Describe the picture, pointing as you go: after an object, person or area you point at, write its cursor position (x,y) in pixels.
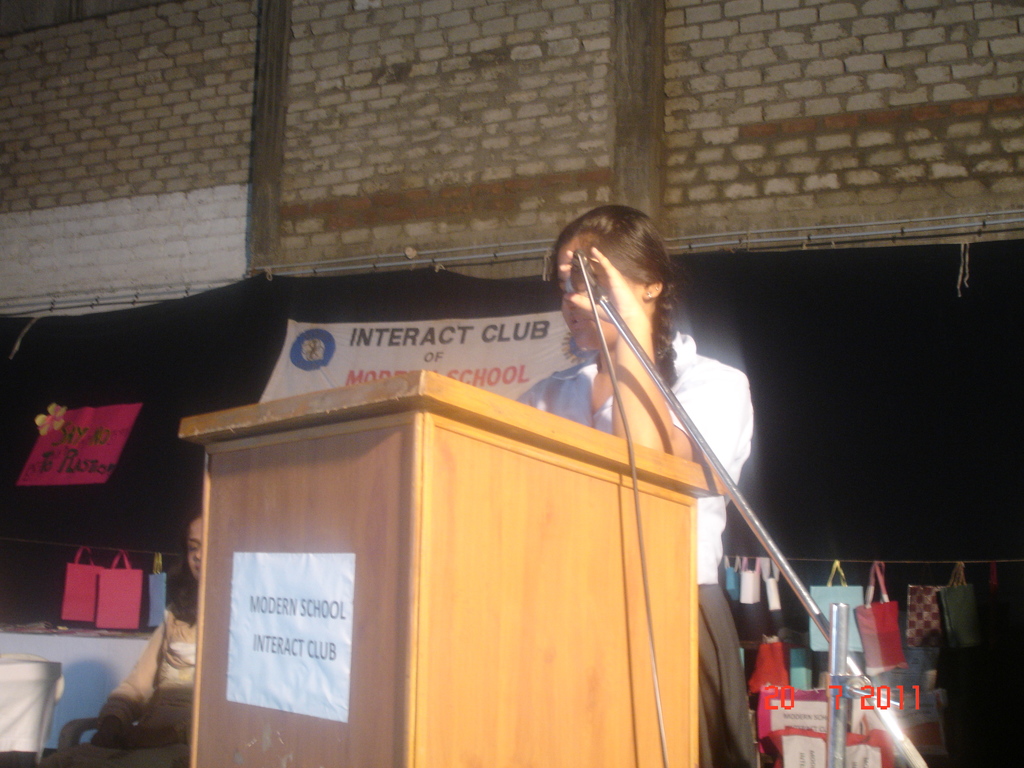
This picture is clicked in school. Girl (703,395) in white shirt (553,407) is standing near the podium (568,503) and she is holding microphone (588,269) in her hand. Behind her, we see woman (144,681) sitting on chair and behind her, we see many bags (828,614) hanged to the rope (729,555) and behind that, we see a banner (330,371) on which "Interact club" is written and on top of the picture (412,89), we see a wall (614,76) which is made of bricks (487,144).
